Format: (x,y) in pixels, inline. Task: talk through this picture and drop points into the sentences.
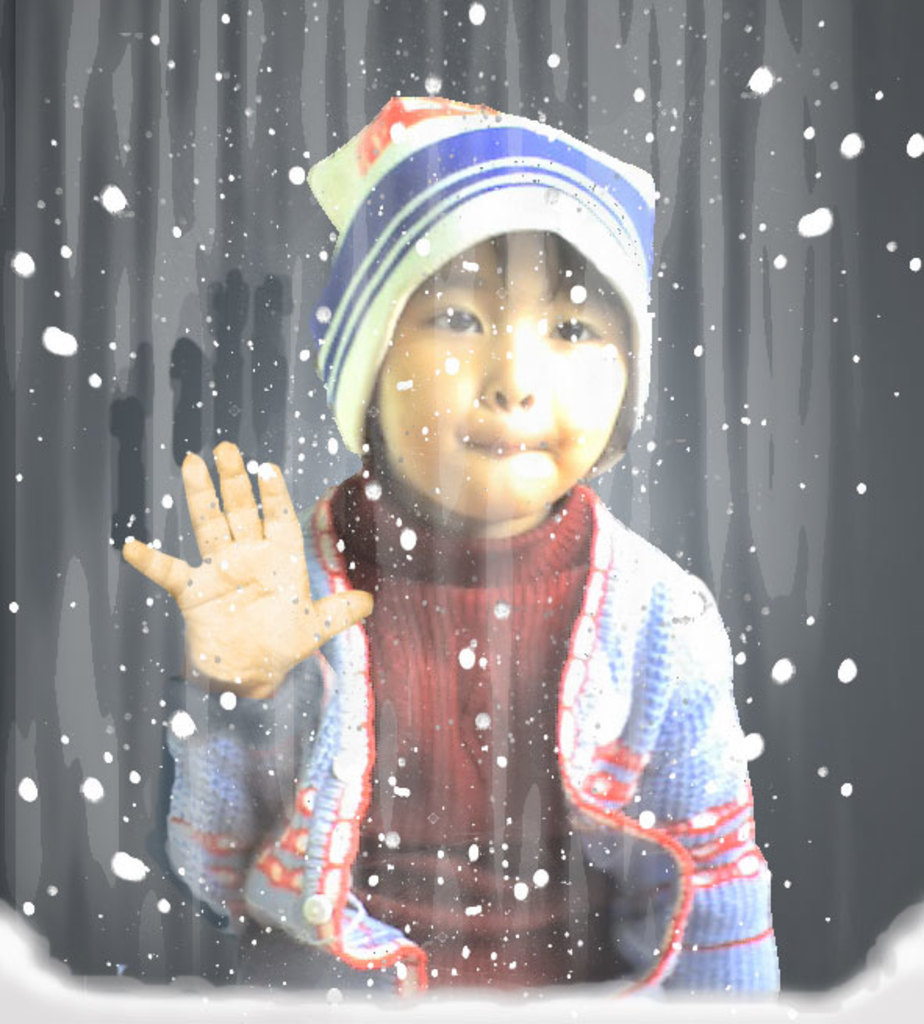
In the middle of the image (520,657), there is a child (534,448) in red color t-shirt (483,648), wearing a cap (327,326) and keeping a hand (330,611) on the glass material (184,428). On which, there are white color dots (532,718).
